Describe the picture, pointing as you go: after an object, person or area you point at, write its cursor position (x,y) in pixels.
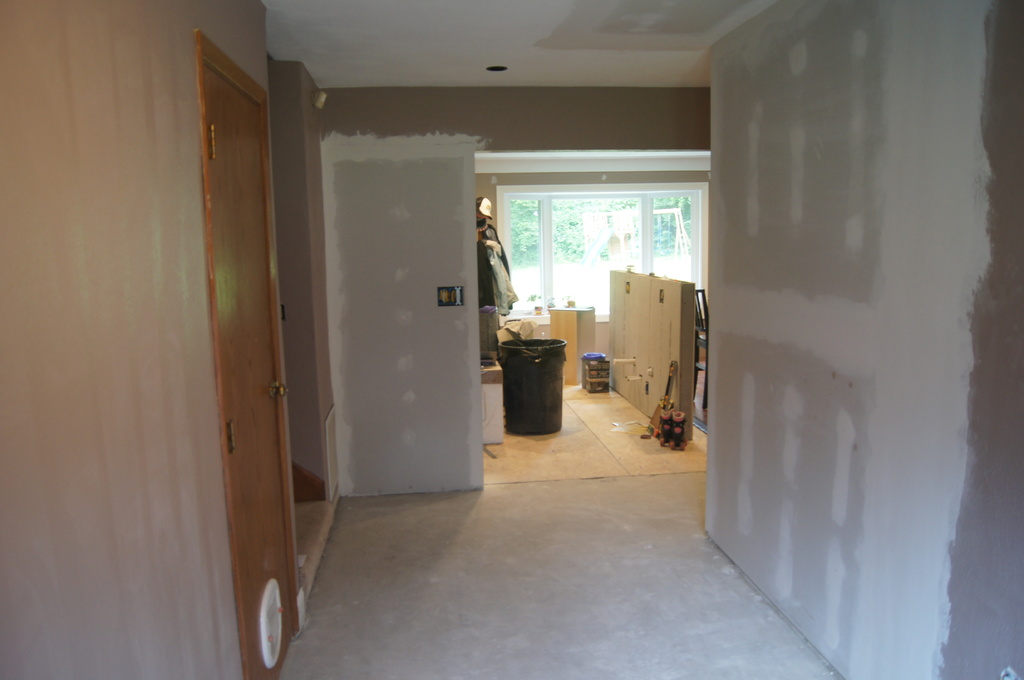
In this picture we can see doors (265,638), bucket (561,371) and other objects (497,379) on the floor (593,471). There is a glass windows (533,230). Through these glass windows (601,260), we can see a few trees (558,216) in the background (533,250).
